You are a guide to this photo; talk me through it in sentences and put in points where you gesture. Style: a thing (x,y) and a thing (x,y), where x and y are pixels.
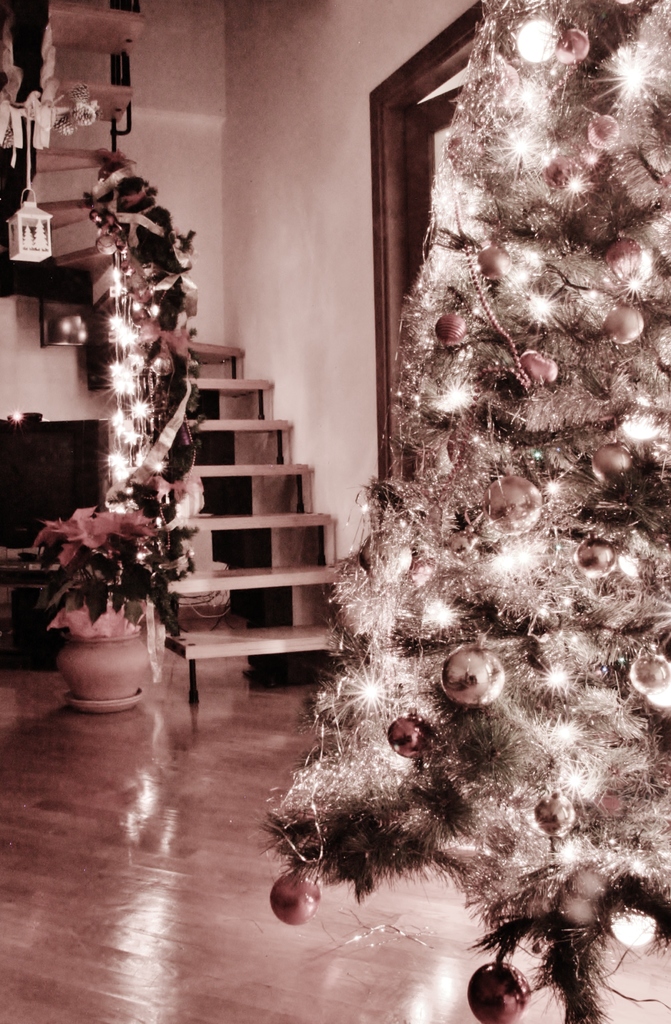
There is a Christmas tree (582,389) presenting in this picture. There is a flower pot (118,643) on the left side of the image (106,643). There are stairs (265,523) in the middle of the image (266,472).
